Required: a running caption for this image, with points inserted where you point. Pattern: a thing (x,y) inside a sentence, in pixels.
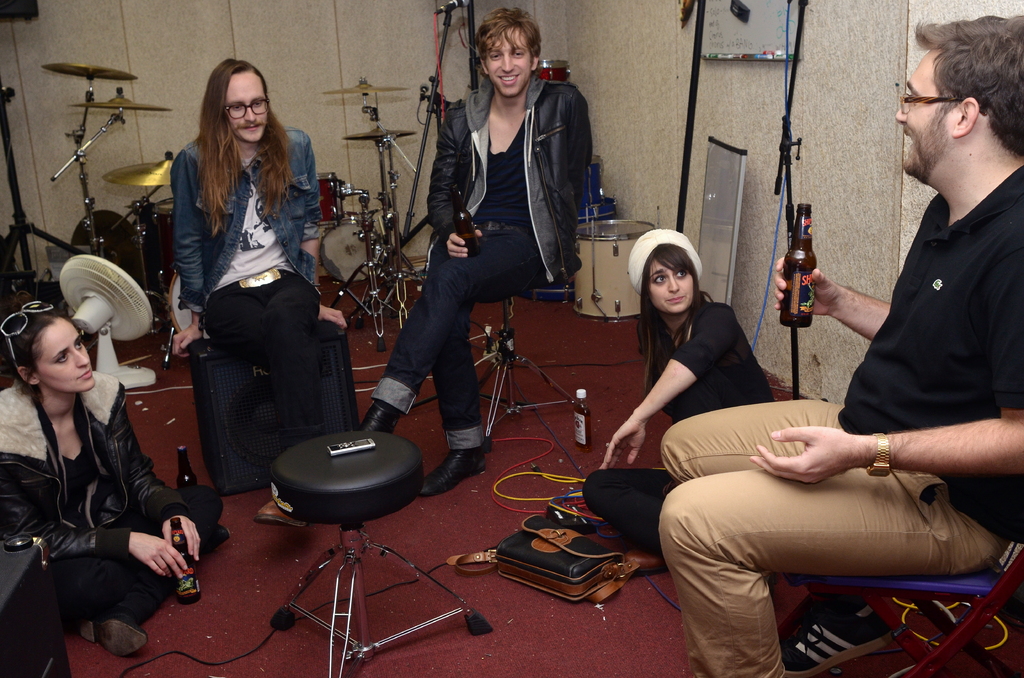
This picture describes about five people (664,245) seated in the room (146,415), and we can find some musical instruments (106,245), fan (80,288), bottle (187,581), bags (533,535) and notice board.
